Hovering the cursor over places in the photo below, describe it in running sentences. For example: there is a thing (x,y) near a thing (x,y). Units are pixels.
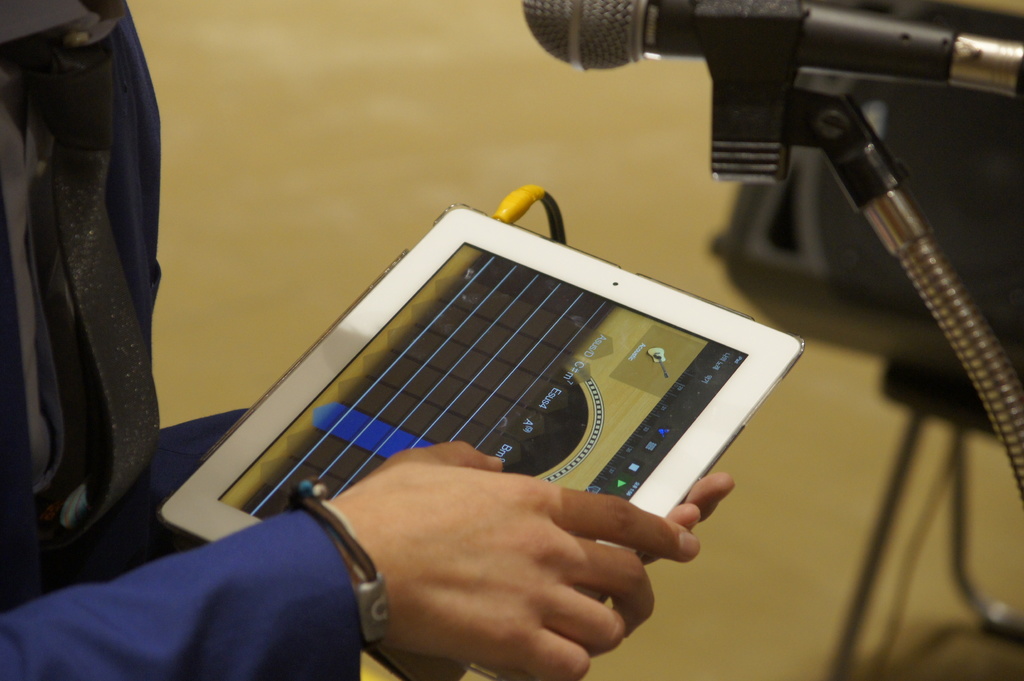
In this picture we can see a person (62,470) is holding a tab (522,440), on the right side (884,213) we can see a microphone (667,11) and a wire (550,219), there is a blurry background (360,6).
